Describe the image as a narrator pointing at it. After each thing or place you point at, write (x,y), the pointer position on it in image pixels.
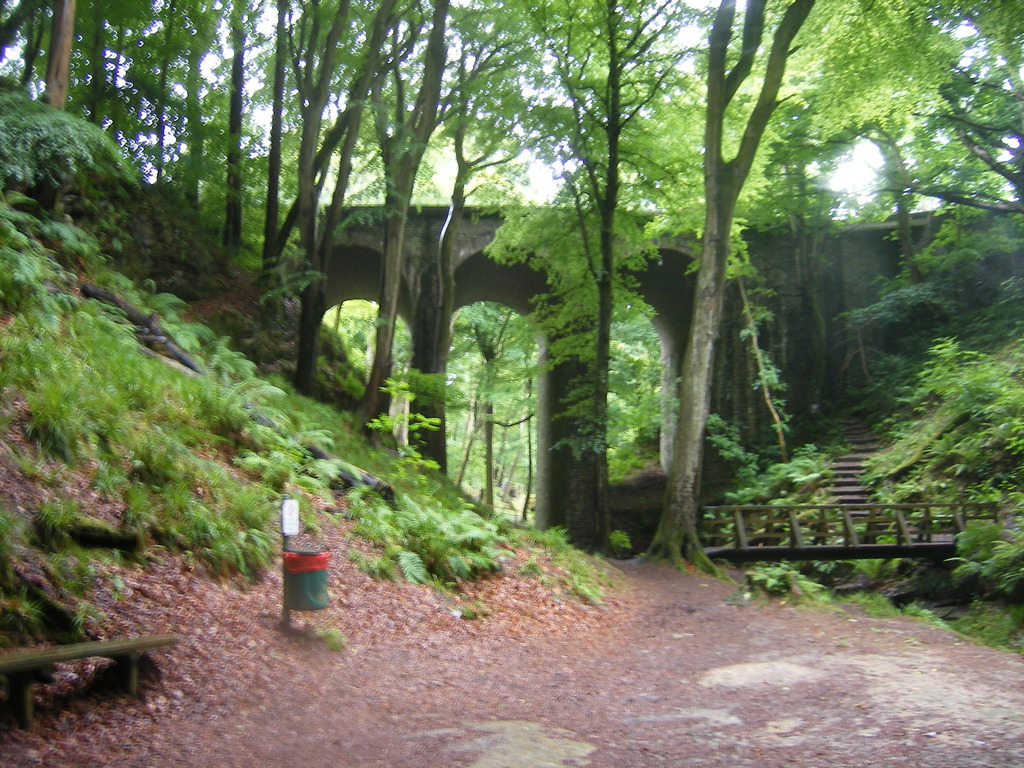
In the center of the image (524,288) a bridge (472,227) is present. In the background of the image (805,209) a trees (711,214) are there. On the left side of the image (150,369) some plants (175,421), grass (366,532) are there. At the bottom of the image (714,718) ground (734,680) is there. At the top of the image (692,53) sky (697,38) is present.
